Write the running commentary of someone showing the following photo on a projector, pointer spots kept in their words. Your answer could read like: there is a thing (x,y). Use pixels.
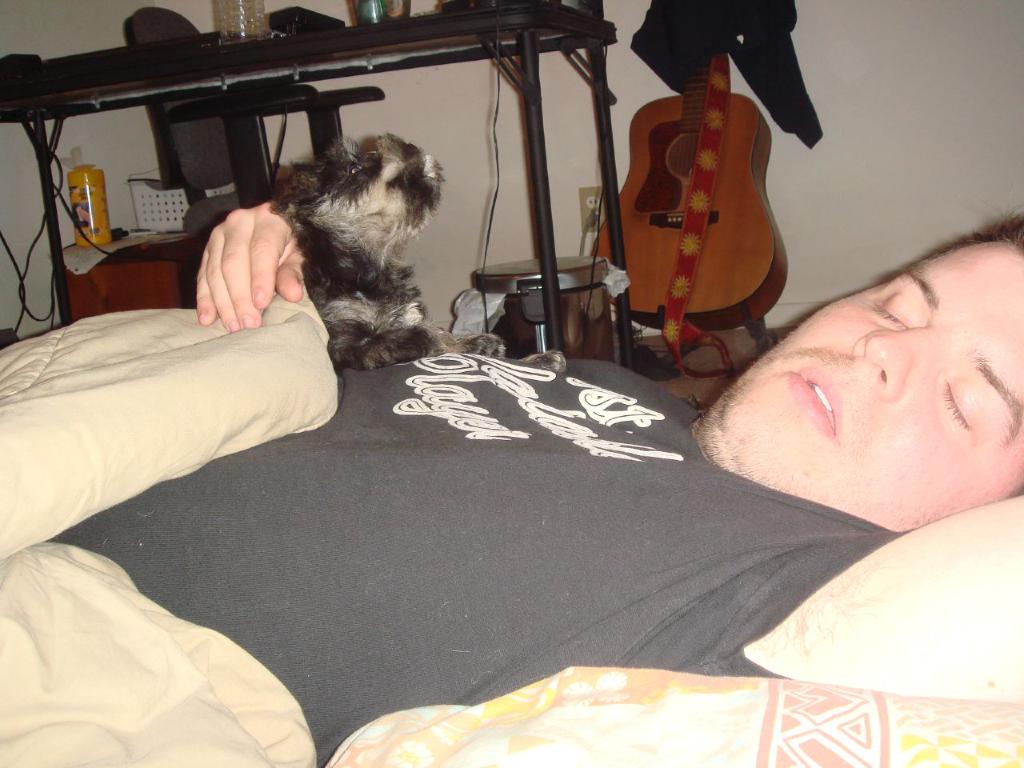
In this picture we can see a man (677,573) is lying on the bed (249,437), and he is holding a dog (398,192) in his hand (256,229), in the background (706,279) we can see a guitar (712,255), a trash can (598,272) and a water bottle (93,220) on the table (327,48).
